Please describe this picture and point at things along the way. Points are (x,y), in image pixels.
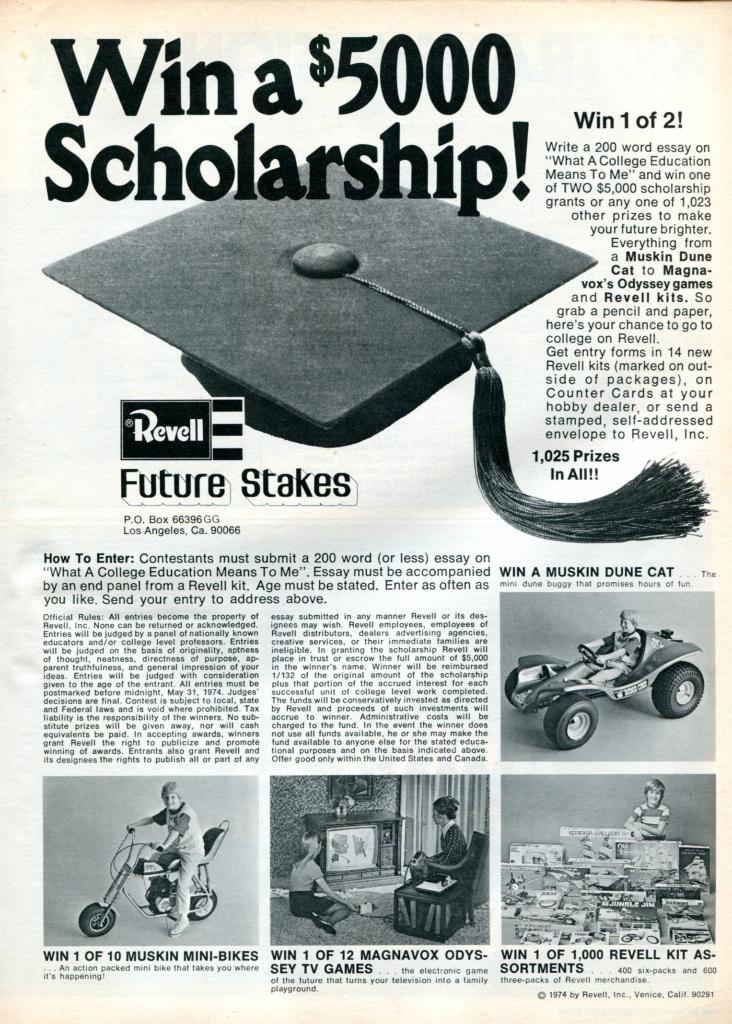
In this picture there is a paper (335,684). At the top (303,330) we can see hat (193,215). At the bottom (310,893) there are two persons (314,836) were watching the television (358,820), beside that there is a boy (175,827) who is sitting on the bike (192,900). In the bottom right corner (653,805) there is another boy (661,799) who is standing near to the boxes (633,871) and table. Beside that there is another boy (622,635) who is riding a car (595,684).
